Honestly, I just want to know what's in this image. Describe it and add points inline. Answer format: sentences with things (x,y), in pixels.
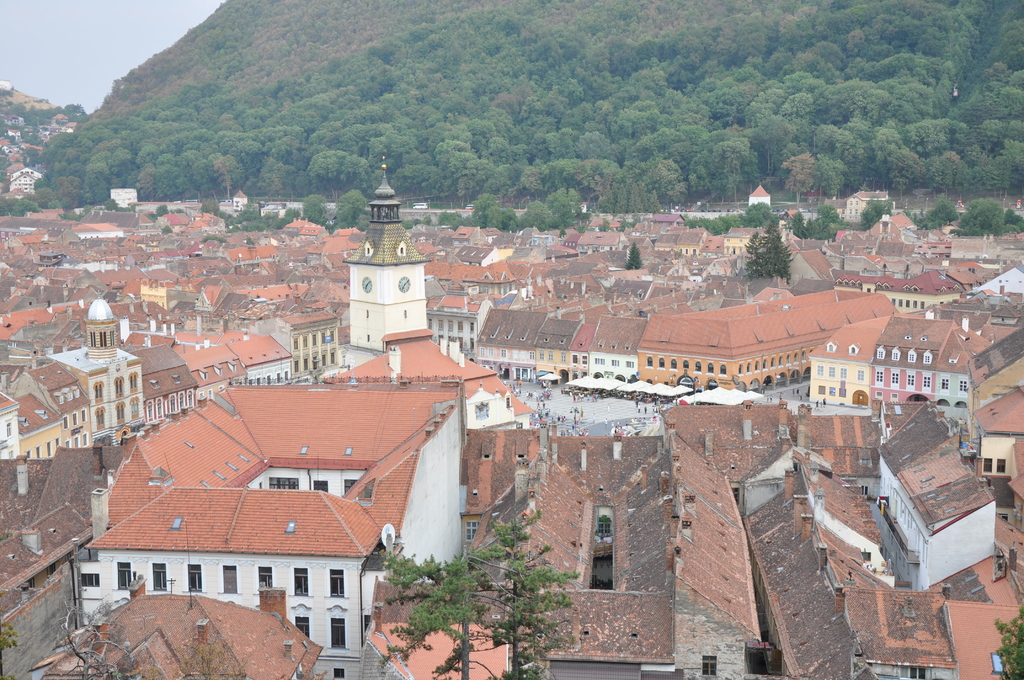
In this image, we can see a few houses (684,455) and people (645,409). We can see the ground (632,411). We can see some trees (104,101), tents (698,401) and hills (62,109). We can also see the sky (67,90).
